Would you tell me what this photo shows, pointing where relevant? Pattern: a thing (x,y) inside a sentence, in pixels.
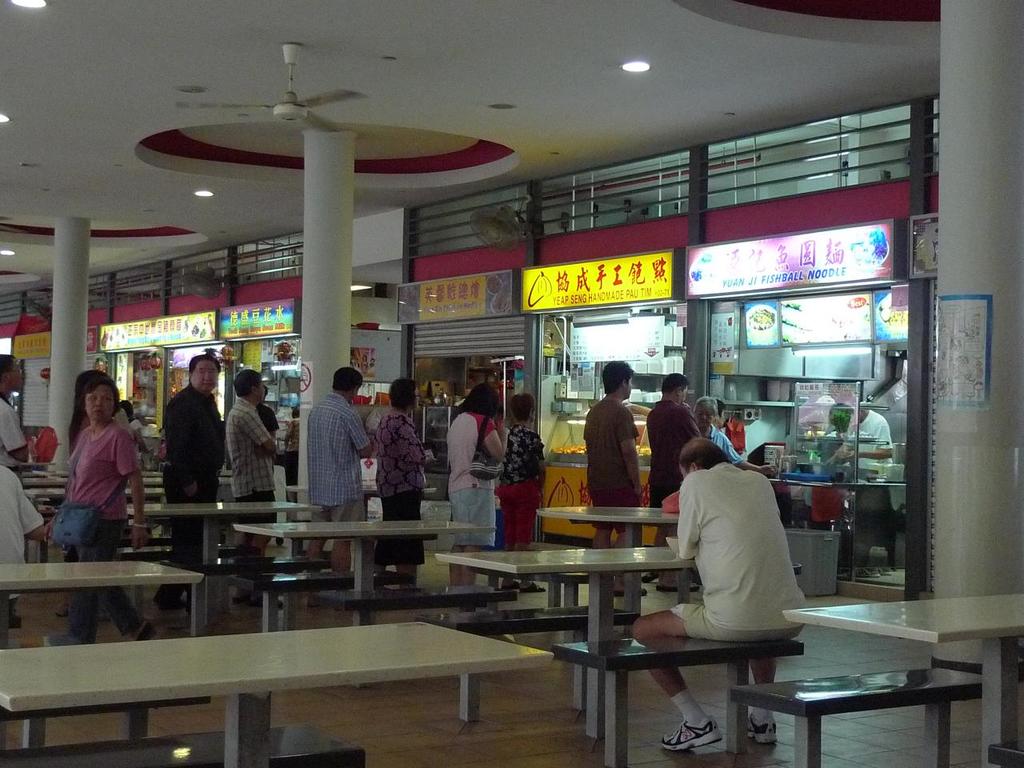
In this Image I see people (595,482) who are standing in line and I see this man (771,605) is sitting on the bench (607,736) and there are many more benches (623,610) and tables (57,495) and I see there are number of shops (919,235) and on the ceiling (777,32) I see the lights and a fan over here.
